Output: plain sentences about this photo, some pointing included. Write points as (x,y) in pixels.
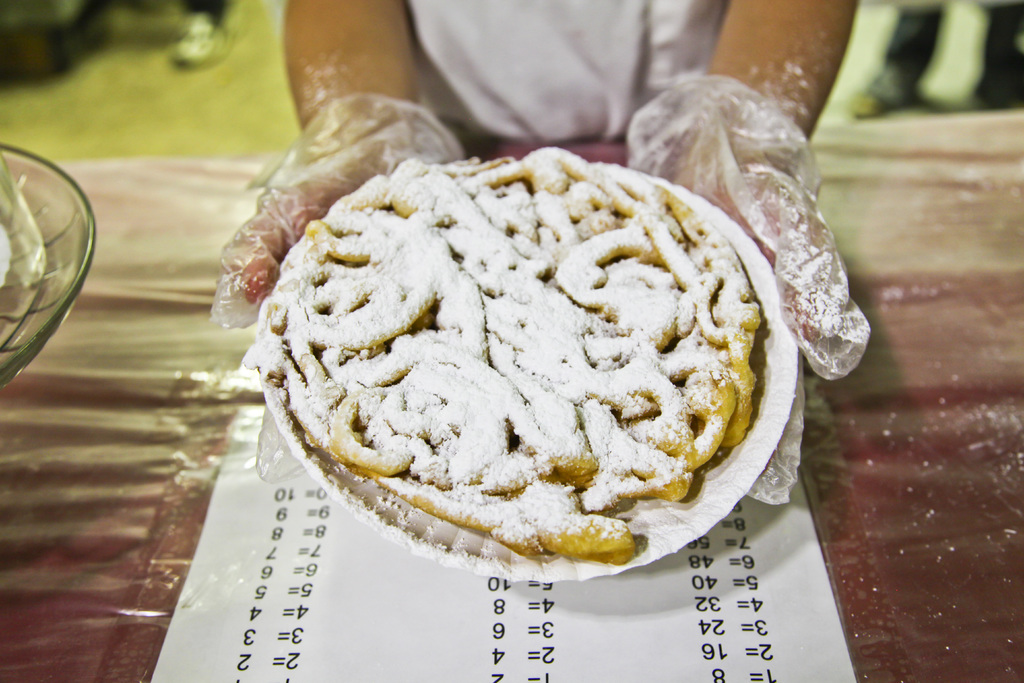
In this picture we can see food (423,442) in the paper plate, here we can see a bowl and a paper (489,671) on the platform (937,488) and in the background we can see a person's hands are holding a paper plate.
